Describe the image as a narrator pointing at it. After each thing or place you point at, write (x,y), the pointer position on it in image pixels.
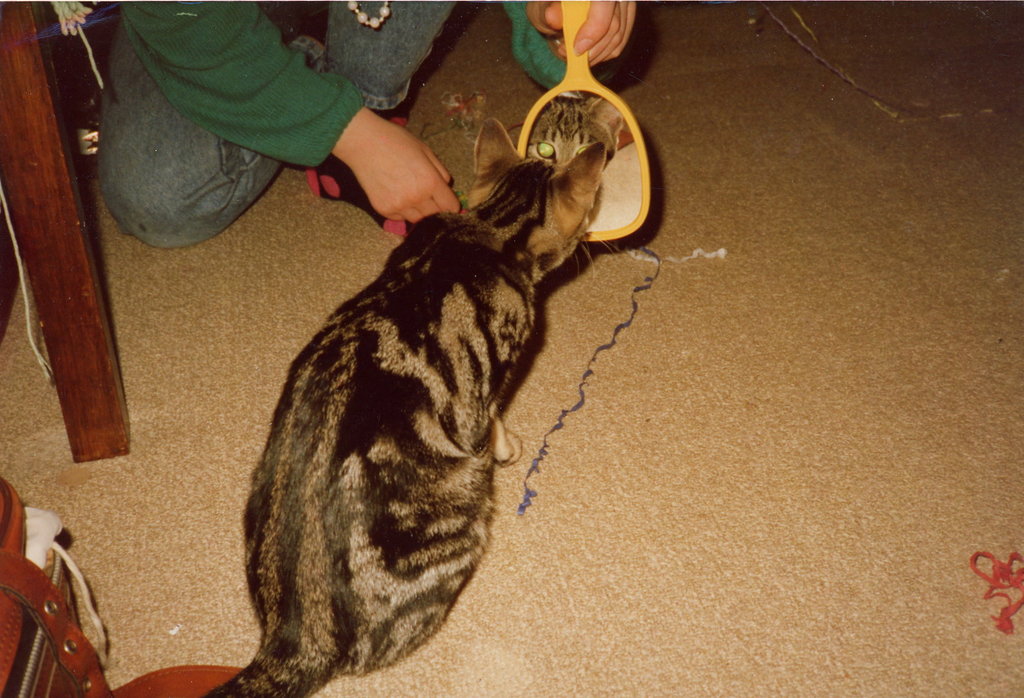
In this image we can see a cat (473,283) and a person (387,40) holding a mirror (582,112), in the mirror (589,127), we can see a reflection (614,140) of a cat (599,136) and there are some objects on the floor (1021,41).
